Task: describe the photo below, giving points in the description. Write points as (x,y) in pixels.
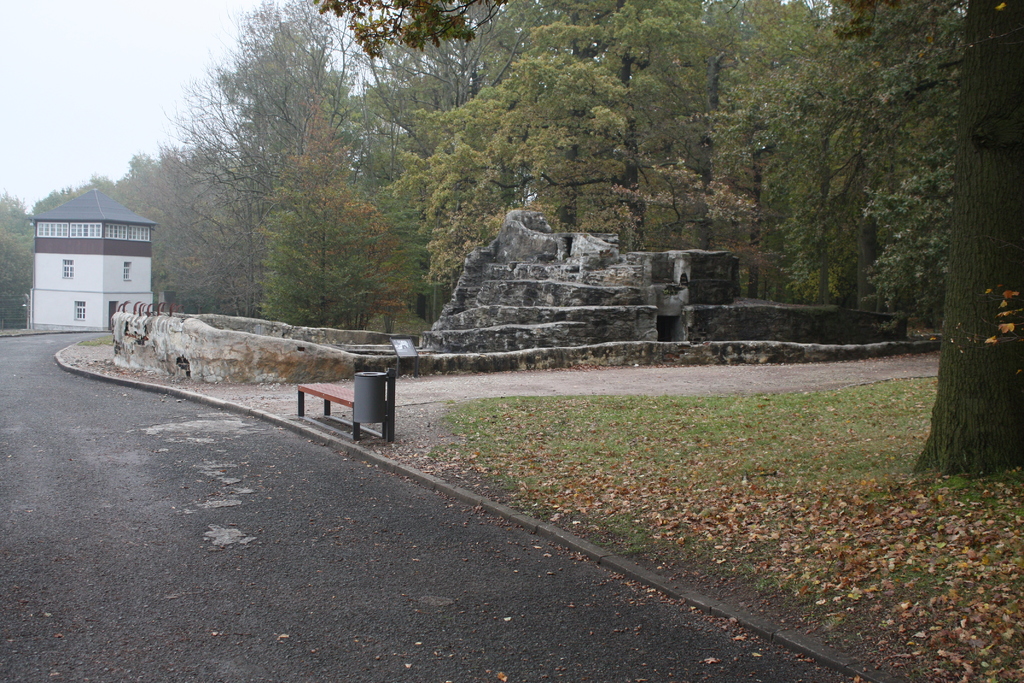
In the foreground of the picture (699,513) there are dry leaves (887,475), grass (811,472), tree (978,386), road (336,498), dustbin (362,409) and bench (347,404). In the center of the picture (441,262) there are trees (770,284), rock like object (193,362) and house (52,270). In the background (203,149) there are trees (152,164) and sky (184,77).
